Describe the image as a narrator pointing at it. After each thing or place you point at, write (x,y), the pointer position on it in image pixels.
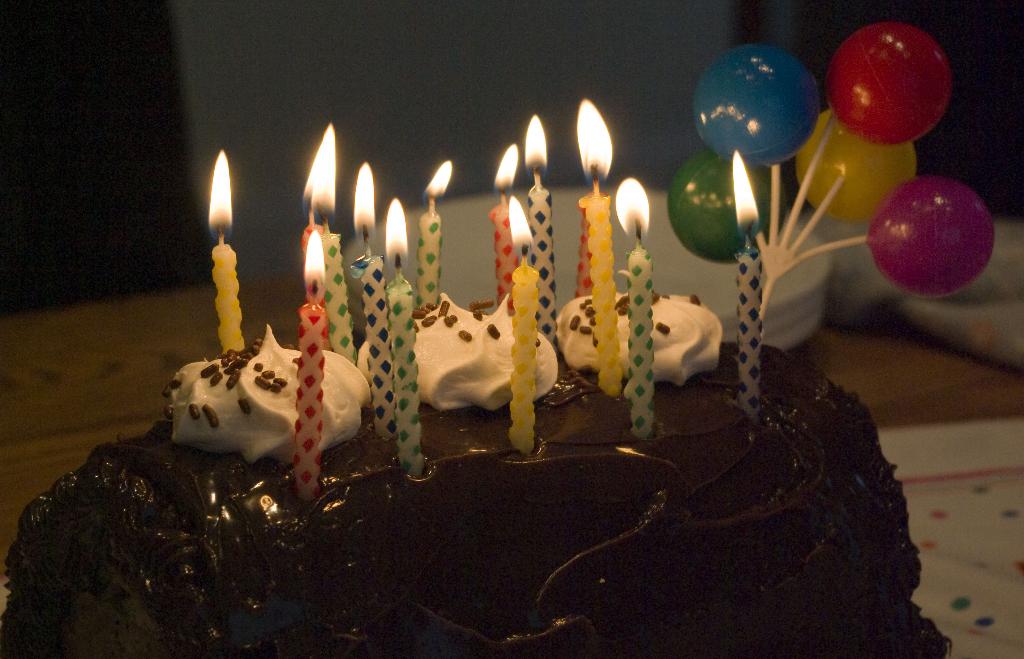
In the image there is a chocolate cake (703,534), on that cake (224,393) there are few candles (596,310) and a toy (800,253) with some balls (804,161) is kept, the background of the cake (532,635) is blur.
